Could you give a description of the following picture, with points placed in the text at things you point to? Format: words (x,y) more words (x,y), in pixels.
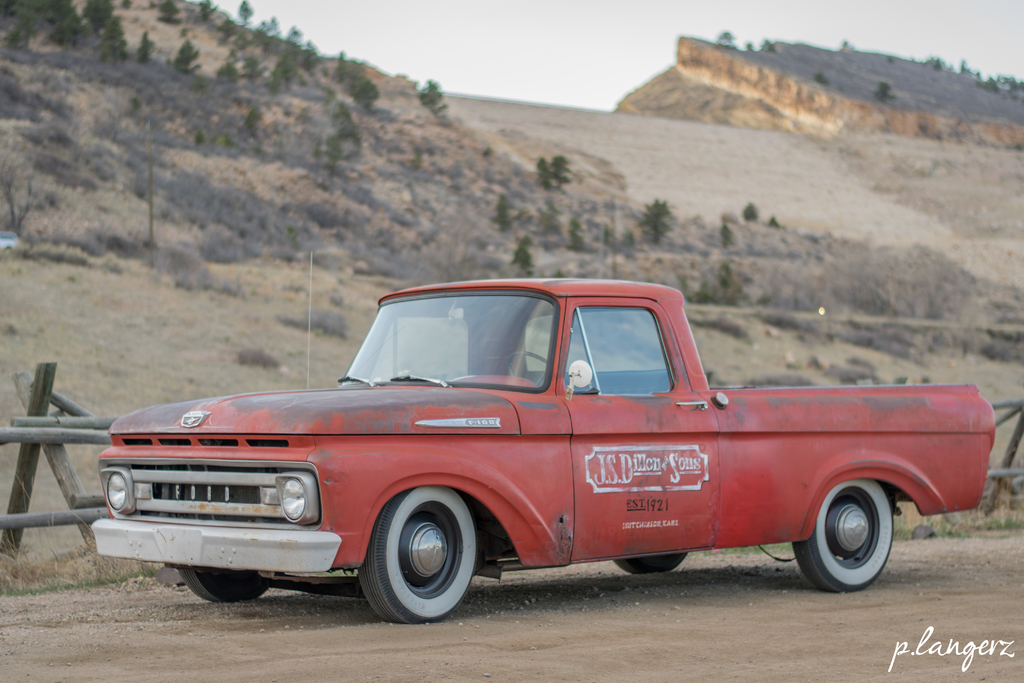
In this picture there is a red car (874,450) in the foreground (569,472). At the back (80,486) there is a railing (62,441) and there are trees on the mountains (343,203). At the top (574,59) there is sky (597,58). In the bottom right (1000,653) there is a text (937,653).
